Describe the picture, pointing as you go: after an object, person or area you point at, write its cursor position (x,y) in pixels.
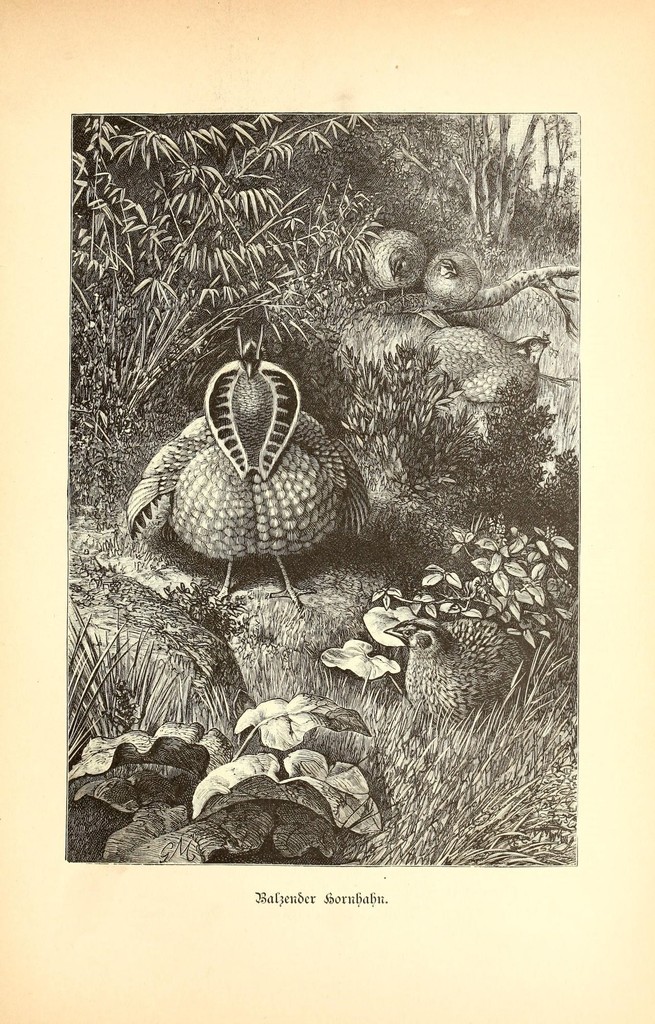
This is a picture of a paper (458,479), where there are words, and there is a photo (486,381) of animals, plants (530,768) and trees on the paper (246,888).
